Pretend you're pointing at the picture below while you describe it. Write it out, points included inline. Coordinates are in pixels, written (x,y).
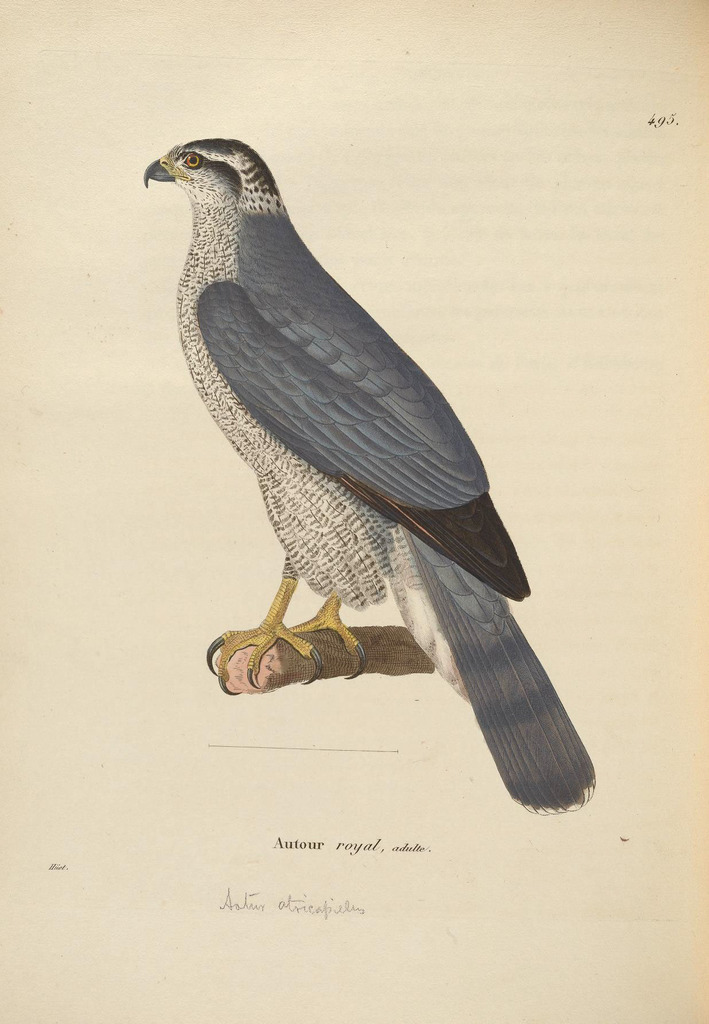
This picture contains a bird (340,294) which is in white and blue color is on the branch (415,664) of a tree (331,642). In the background (345,697), it is white in color. I think this bird (294,570) might be drawn on the white paper (499,943).
